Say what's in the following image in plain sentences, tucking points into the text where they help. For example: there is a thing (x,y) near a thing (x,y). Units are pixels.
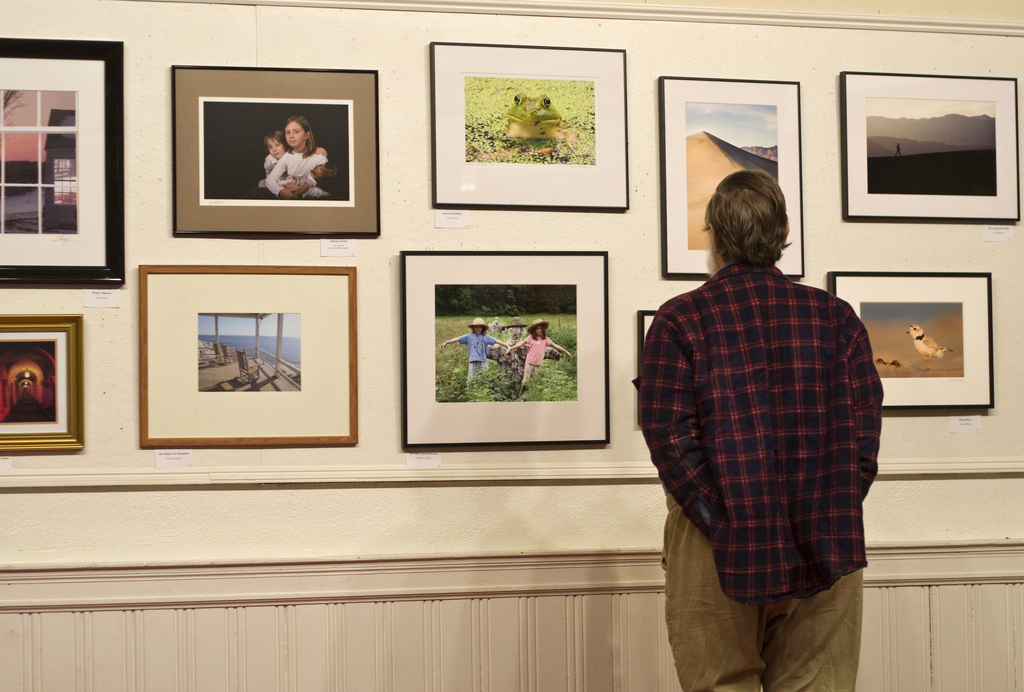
As we can see in the image there is a wall (373,305), photo frames (18,245) and a man (756,304) wearing red color shirt (727,403).
